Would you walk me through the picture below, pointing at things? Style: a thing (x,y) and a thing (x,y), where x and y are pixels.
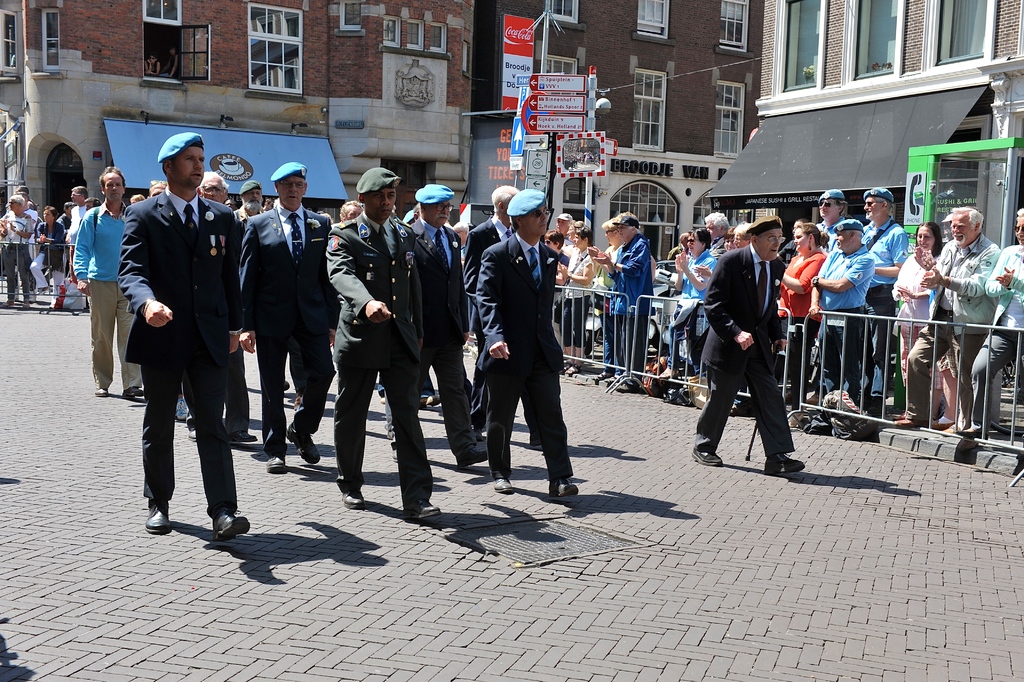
In this image few people (441,278) are walking on the street (756,546). Beside the road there is barricade (806,352). People (927,296) are standing beside the barricade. In the background (288,104) there are buildings (410,100), sign board (556,124), hoardings (509,65).
